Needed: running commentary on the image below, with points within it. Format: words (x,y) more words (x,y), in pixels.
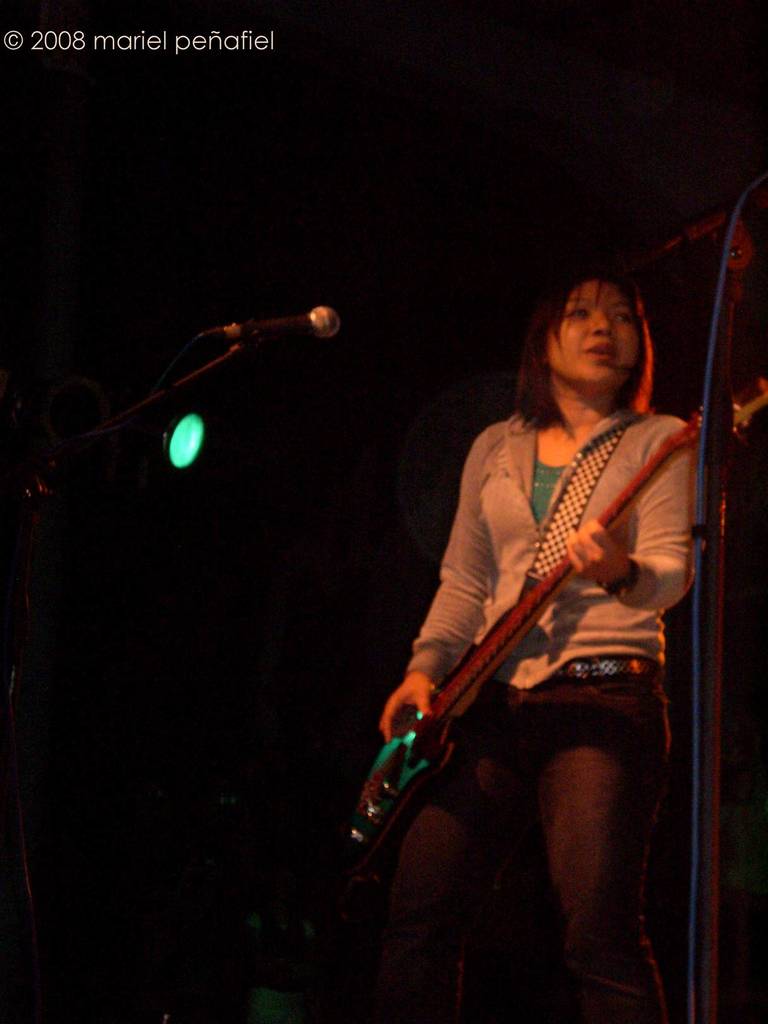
In this picture there is a woman (541,490) who is wearing a green t shirt (549,494) and a pink jacket (469,606). She is playing guitar (434,697). There is a mic (263,325) in front of her. There is a light (191,441) at the background (170,458).
